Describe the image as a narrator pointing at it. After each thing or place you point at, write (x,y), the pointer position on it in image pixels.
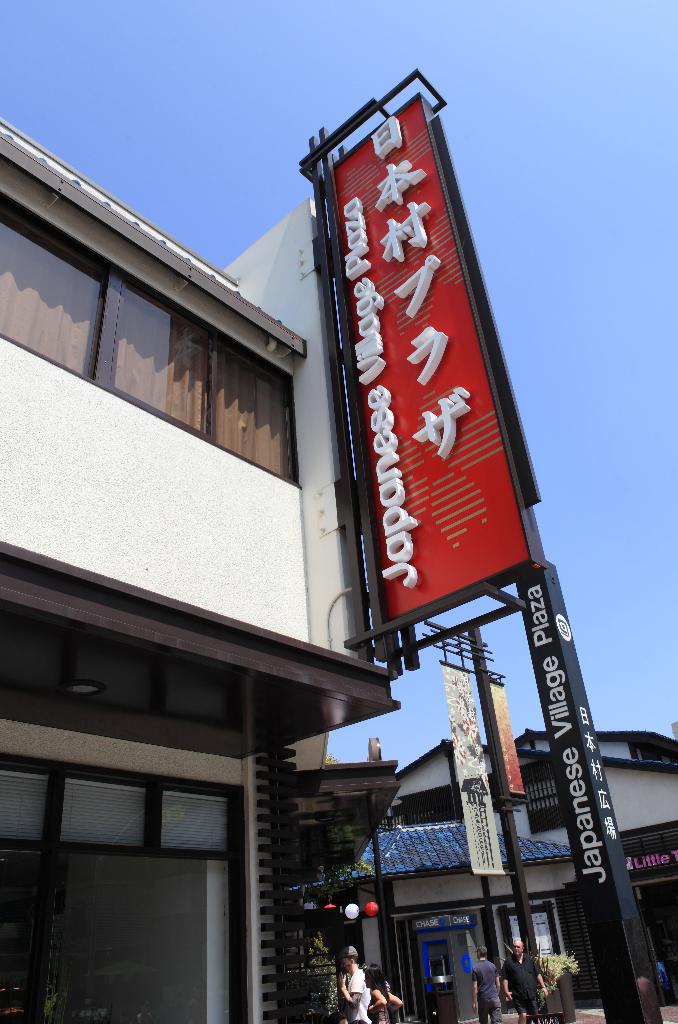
In the picture I can see the buildings (41,991) and glass windows (8,321). I can see the LED hoarding board pole (417,241). I can see four persons (342,964) at the bottom of the picture (534,975). There is a clear sky (586,241).
